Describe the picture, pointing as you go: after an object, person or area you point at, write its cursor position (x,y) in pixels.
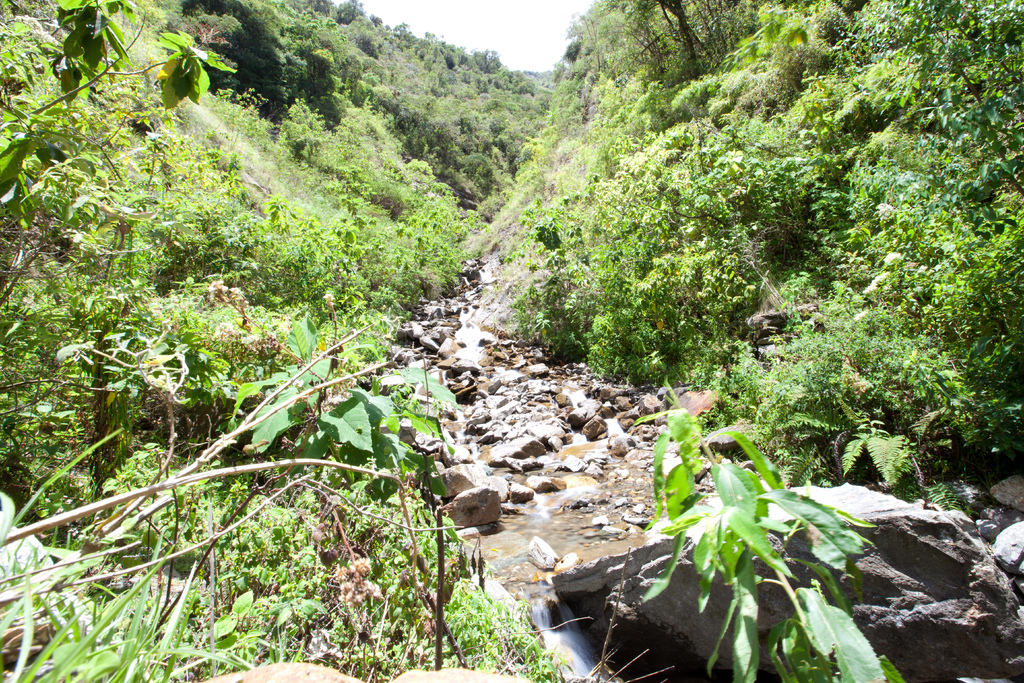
In this image we can see many trees (666,22) and plants (584,260). There is some water (589,555) in the image. There are many stones (566,460) and few rocks (620,561) in the image. We can see the sky (527,22) in the image.
